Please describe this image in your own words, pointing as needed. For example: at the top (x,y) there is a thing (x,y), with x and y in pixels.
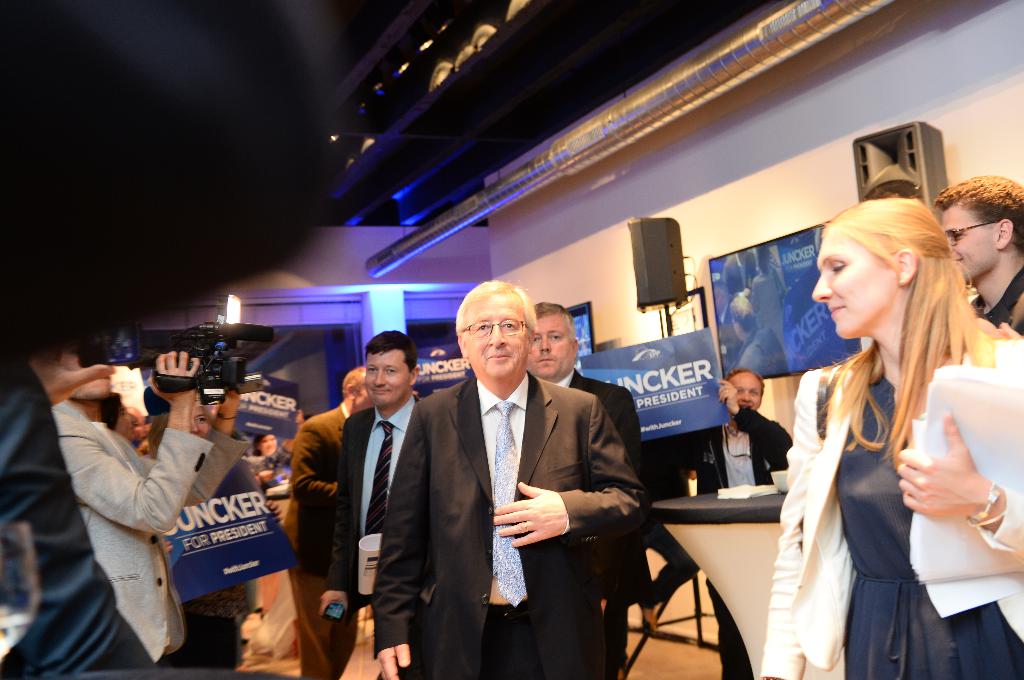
There is a group of people (493,449) standing at the bottom of this image (575,560). We can see a wall (604,261) and other objects (729,259) in the background (596,306).
